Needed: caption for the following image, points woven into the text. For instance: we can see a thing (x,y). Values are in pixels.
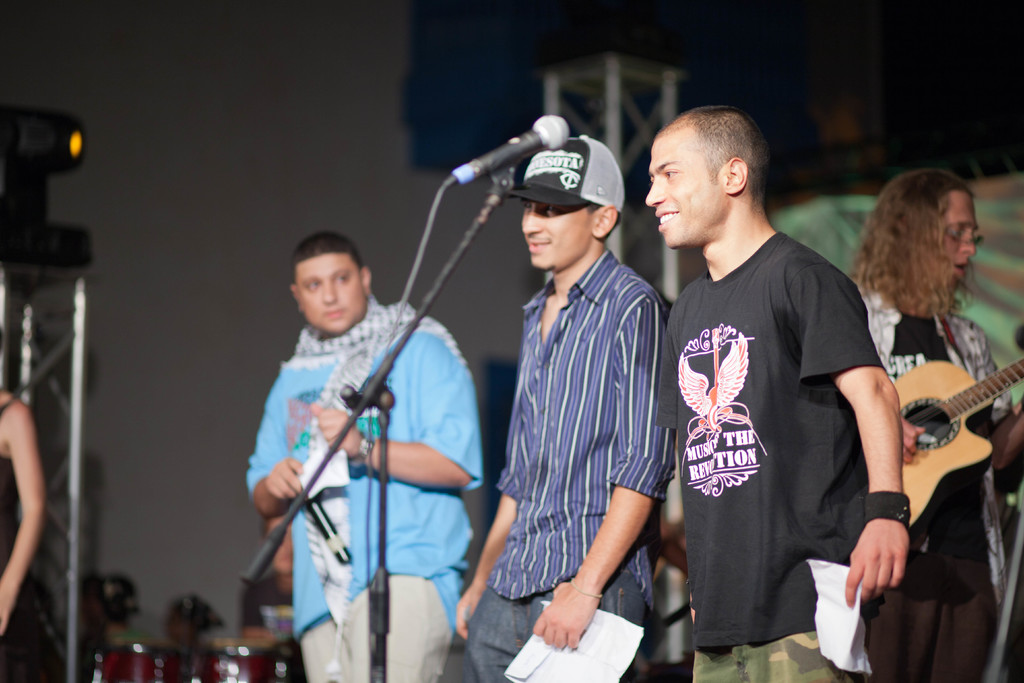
In this image there are five people (443,464) standing. There is a mic (559,135) and a stand (451,264).
